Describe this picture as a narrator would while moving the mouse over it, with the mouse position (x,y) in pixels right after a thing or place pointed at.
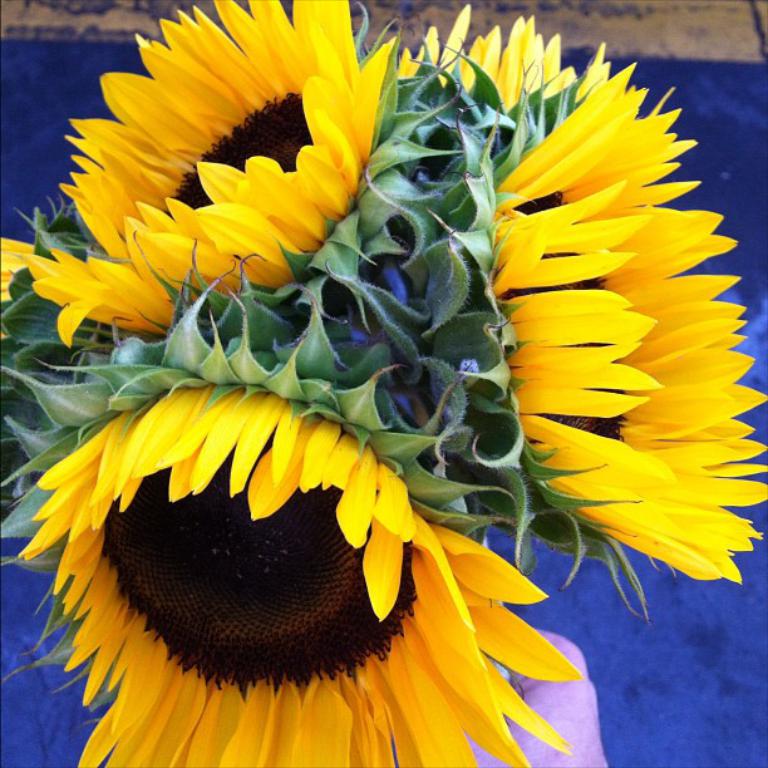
In this image, we can see some yellow flowers (442,716), there is a blue surface (715,707) on the ground (695,633).
